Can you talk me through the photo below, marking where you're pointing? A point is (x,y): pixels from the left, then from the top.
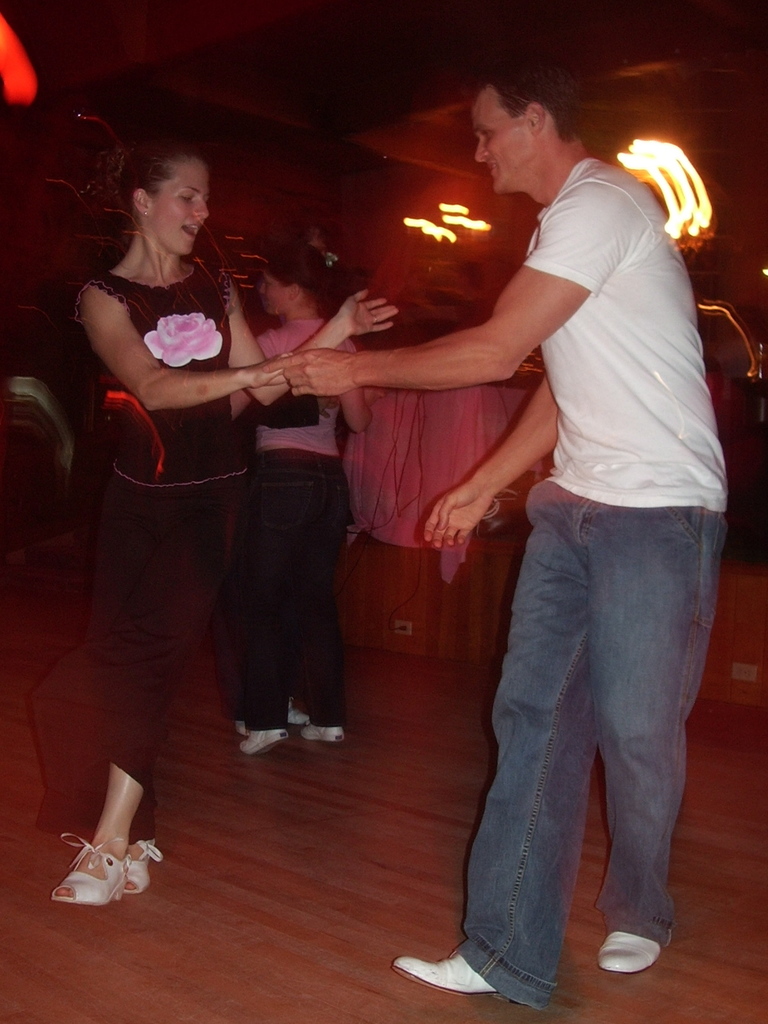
In this image there are people (331,642) dancing on a wooden floor (226,881), in the background (427,643) it is blurred.
